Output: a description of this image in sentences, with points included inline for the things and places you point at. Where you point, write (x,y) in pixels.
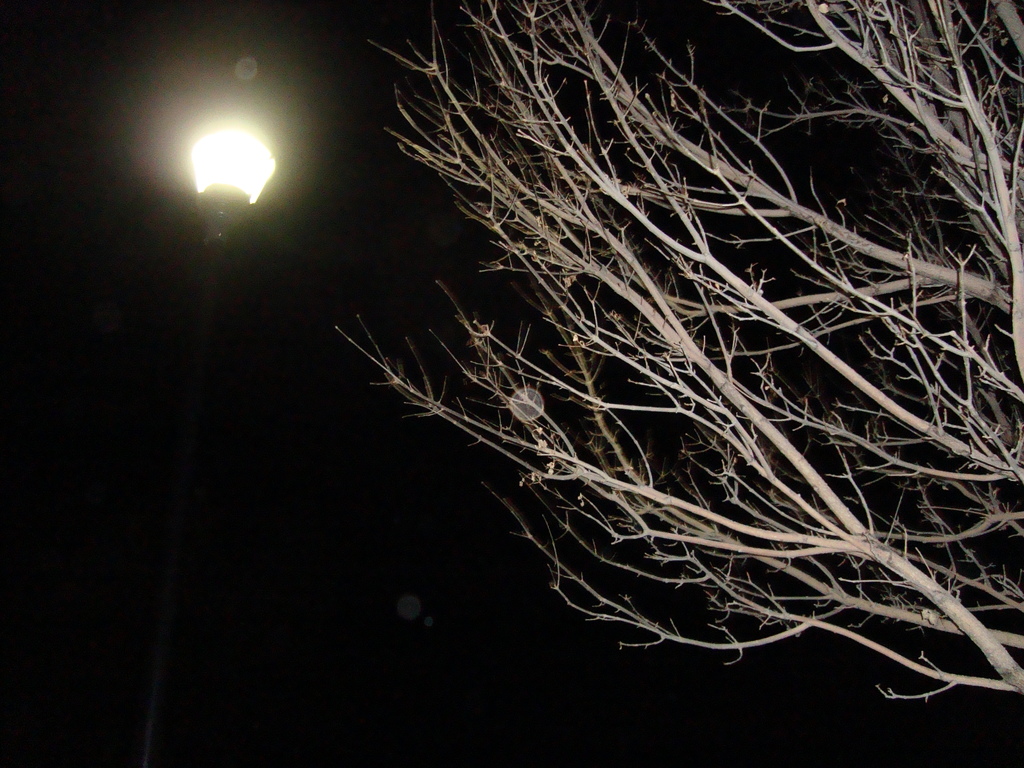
In this image I can see a tree (911,254) which is brown in color, a black colored pole (167,643) and a light (223,197) on top of it. I can see the black colored background (424,509).
